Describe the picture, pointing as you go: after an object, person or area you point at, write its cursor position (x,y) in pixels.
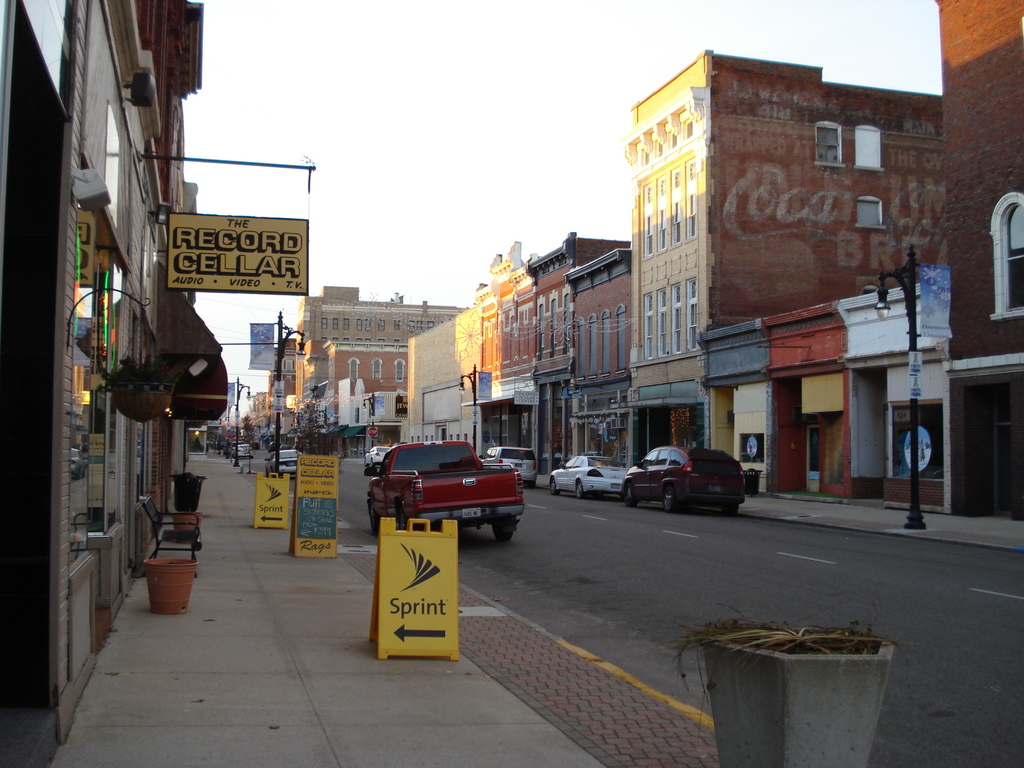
In the center of the image (498,488) we can see a few vehicles (640,474) on the road (561,544). In the bottom right side of the image (833,677), we can see one plant pot (845,708). In the background (325,324), we can see the sky (412,15), clouds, buildings (133,543), banners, poles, windows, plant pots (188,512), one chair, sign boards (329,542) and a few other objects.
